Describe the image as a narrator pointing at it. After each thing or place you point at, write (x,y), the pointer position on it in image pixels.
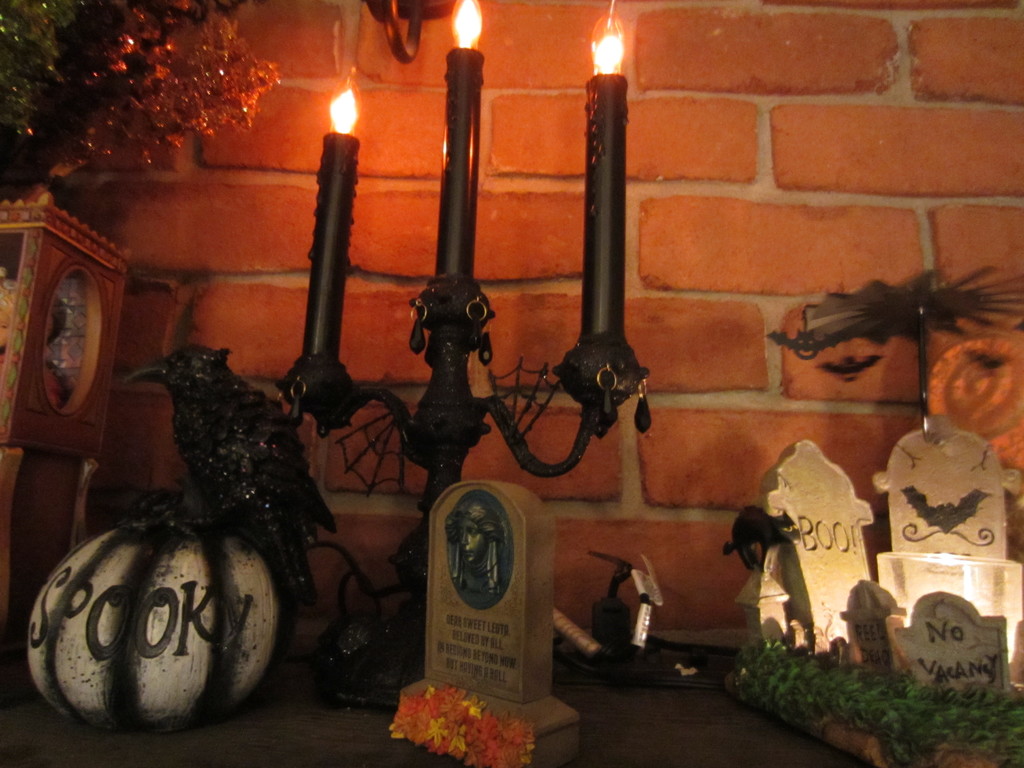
In this image in the center (586,276) there are three candles (613,203), toys (294,528), pumpkin (179,626), cemetery (469,551), flowers (466,723), plants (910,686) and some boxes (82,302). In the background (773,312) there is a wall (722,216).
